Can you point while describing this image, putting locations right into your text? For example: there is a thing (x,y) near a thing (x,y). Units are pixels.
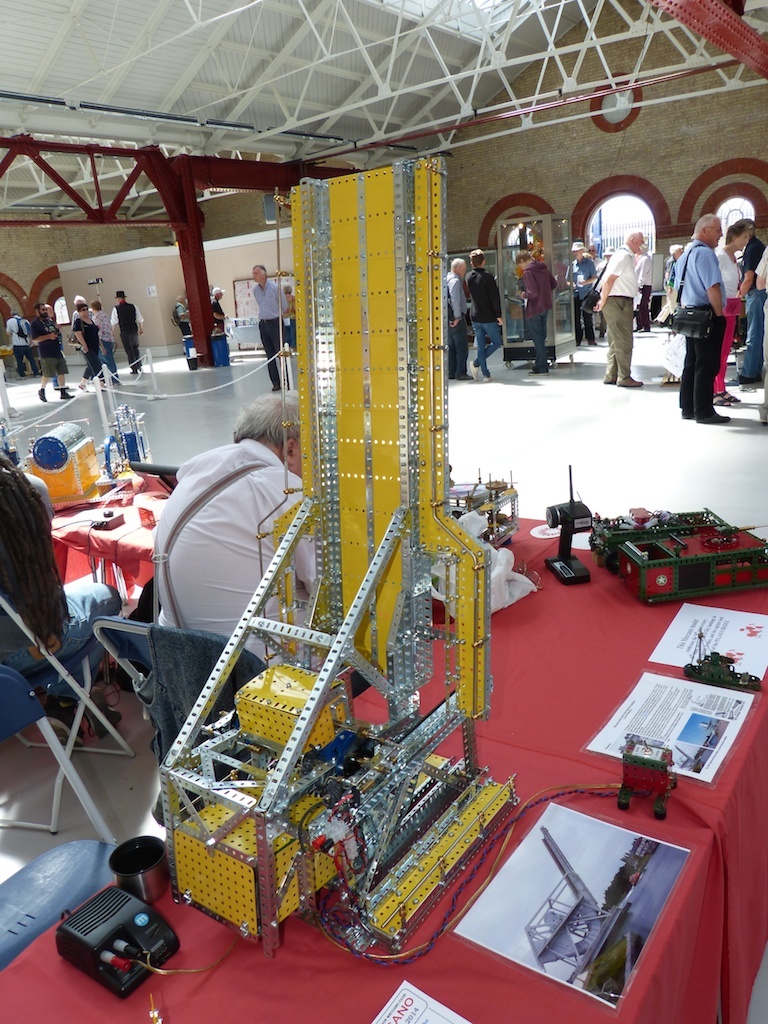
At the bottom (529,728), we see a table (499,771) which is covered with a red color sheet (277,964). On the table (269,959), we see iron equipment (385,823) and posters (648,840). Beside that, we see a man (249,531) in the white shirt (256,499) is sitting on the chair (190,646). Beside him, we see a man (52,555) in black shirt (10,621) is also sitting on the chair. In front of them, we see people (460,320) are standing. In the background (228,265), we see a wall (284,251) and door (643,216). At the top of the picture (522,11), we see the roof (303,140) of the building (50,152).
